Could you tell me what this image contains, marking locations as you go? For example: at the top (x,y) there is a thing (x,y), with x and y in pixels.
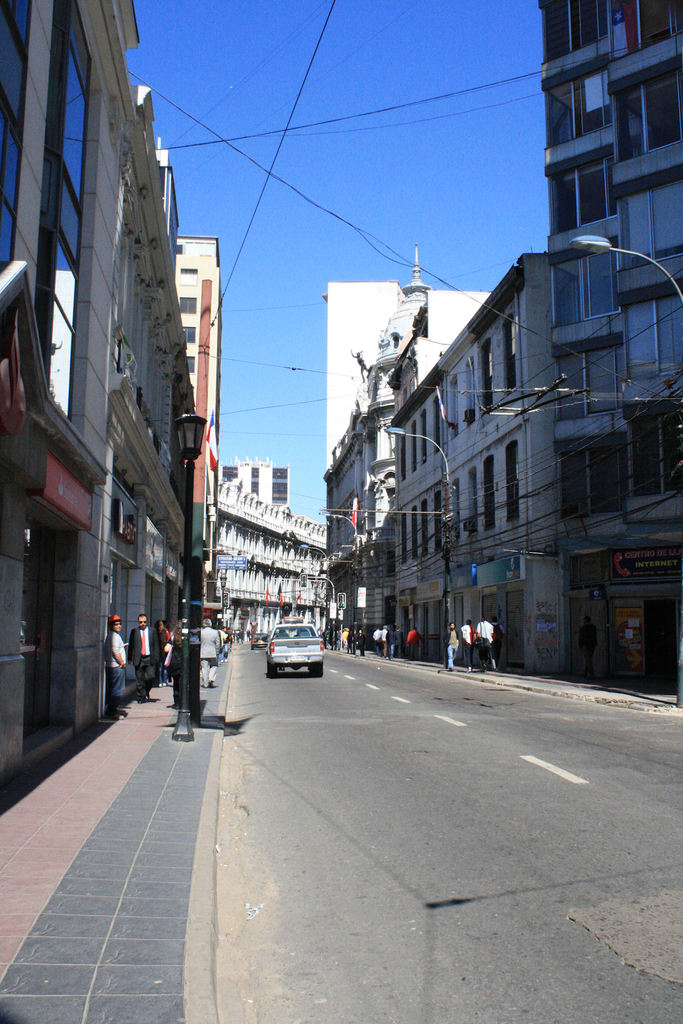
In this image we can see many buildings (565,274) and they are having many windows (650,440). There are few cables (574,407) in the image. There are many stores (420,602) in the image. There are few advertising boards (629,562) in the image. There are few vehicles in the image. There are few people (135,668) in the image. We can see the sky (328,146) in the image. There are street lights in the image.
